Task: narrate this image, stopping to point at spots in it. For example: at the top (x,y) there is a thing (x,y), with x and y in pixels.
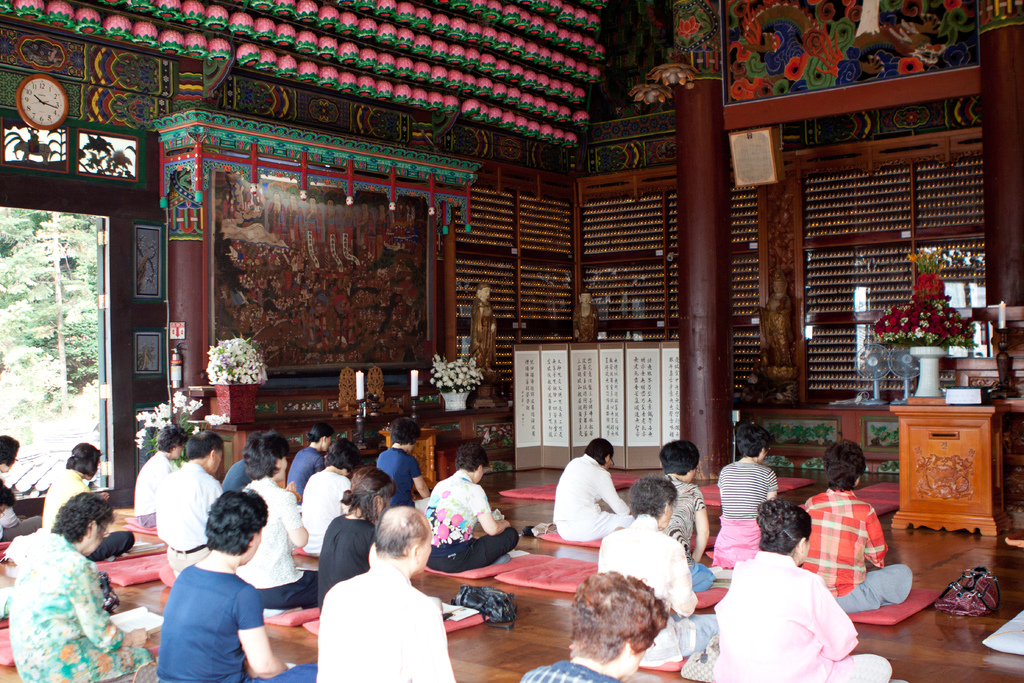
This is the picture of a room (974,670) where we have some people (432,513) sitting on the floor mats (668,662) and in front of them there is a table (958,430) on which there is a flower vase (966,322) and some other things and around there are some other things (245,262) and a clock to the wall (37,199).
